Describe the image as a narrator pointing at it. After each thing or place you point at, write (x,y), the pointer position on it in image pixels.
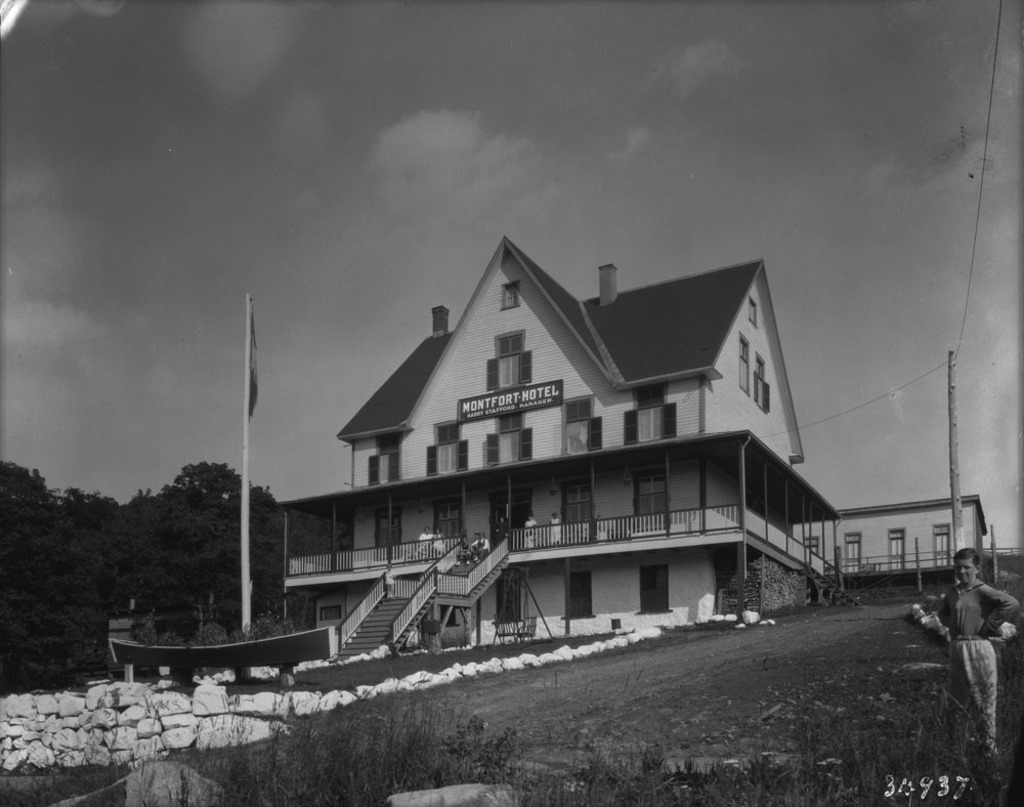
This is black and white picture where we can see a house (537,555) in the middle of the image (564,442). Left side of the image (250,608) one flag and trees (150,542) are there. Right bottom of the image (960,640) one person (990,658) is standing. Behind the person (959,660) wooden pole (954,479) is present with wires (972,257) attached to it. Top of the image (597,156) sky (597,156) is present. Bottom of the image (350,757) some grass (418,776) is there.
